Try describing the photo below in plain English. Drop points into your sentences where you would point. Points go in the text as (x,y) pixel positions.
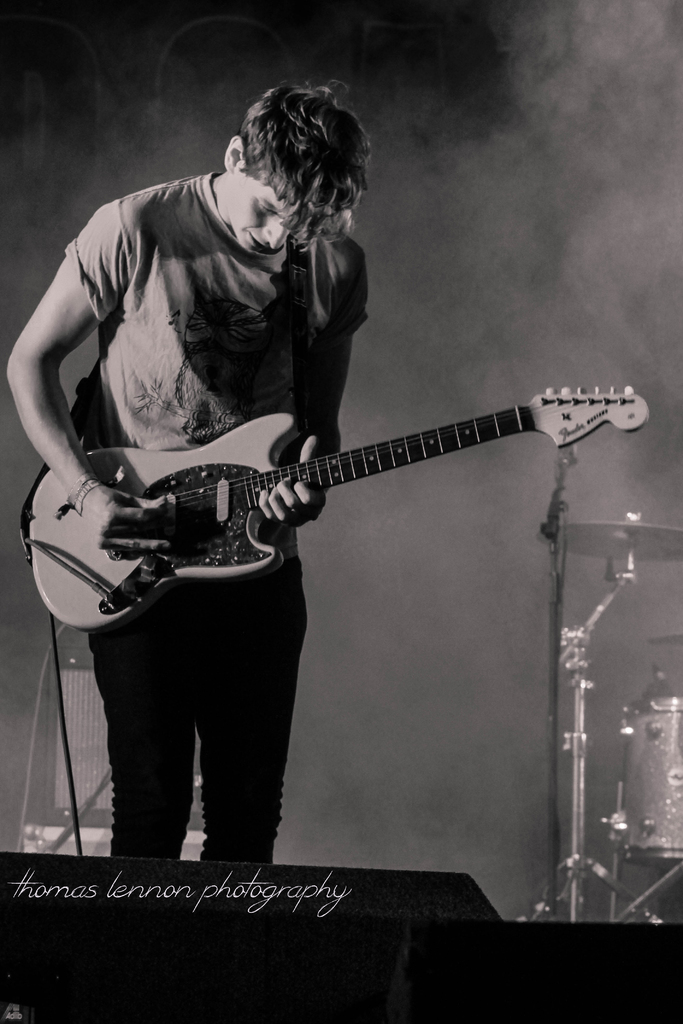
In this image a man (229,378) is playing guitar (194,520). Beside him there is a drum (625,736), in front of that there is a mic (554,517).
